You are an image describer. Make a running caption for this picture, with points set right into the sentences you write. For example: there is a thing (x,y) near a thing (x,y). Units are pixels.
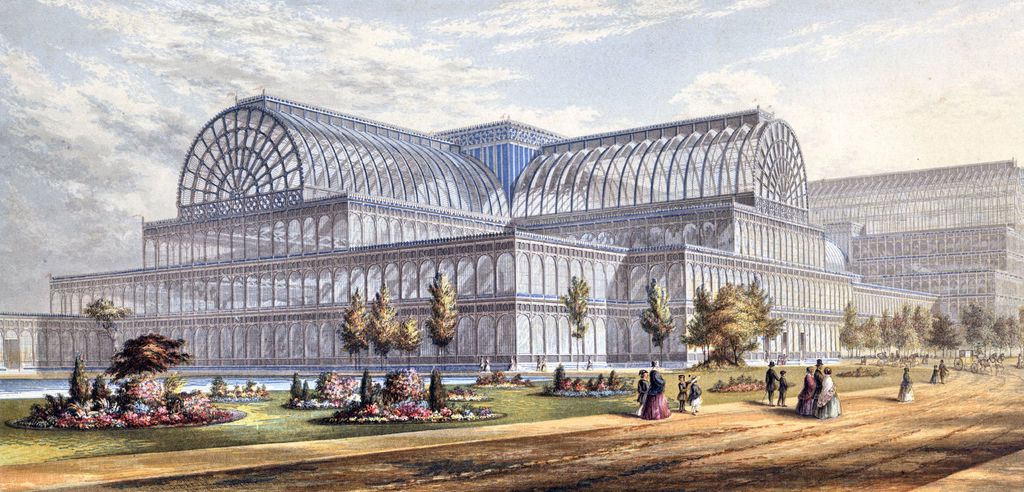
In this image there is a painting (721,252), in the painting (721,252) there are buildings (506,245), trees (437,283), plants (117,398), flowers (417,395) and a few people (904,386) and there are horses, Tonga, at the top of the image (292,92) there are clouds (171,117) in the sky (114,104).
